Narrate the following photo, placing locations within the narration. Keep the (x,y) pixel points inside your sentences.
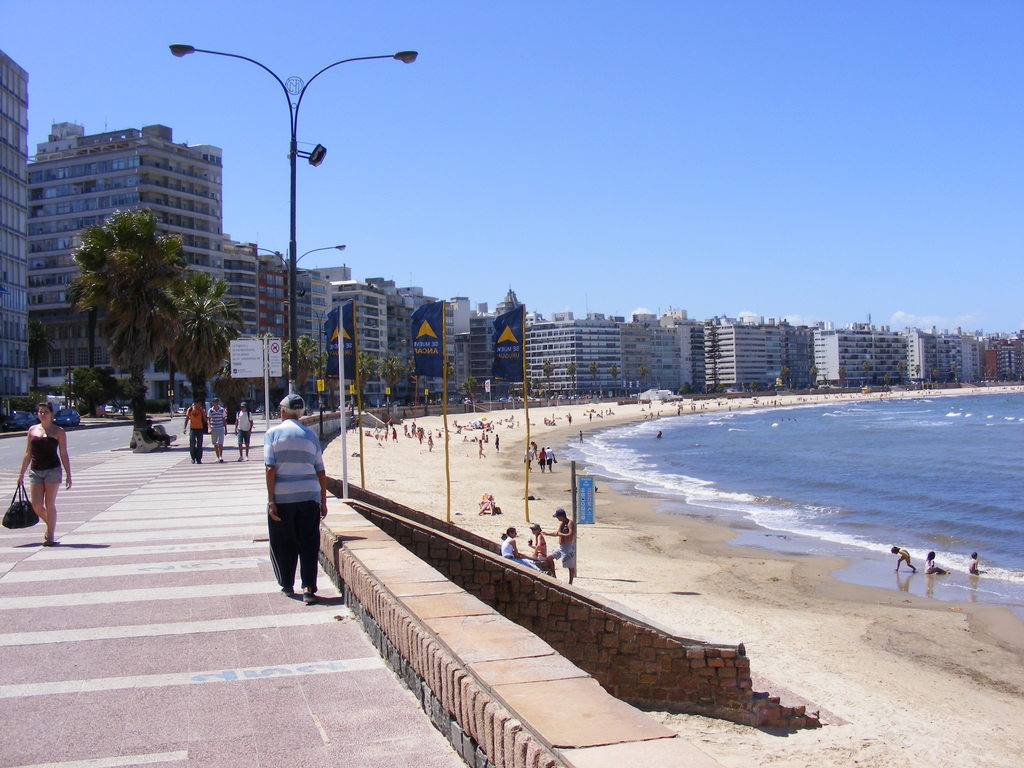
Here there are few persons (52,507) walking on the footpath (183,571) and a woman (46,470) is a holding a bag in her hands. In the background (32,242) there are buildings (66,197), windows (8,391), poles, street lights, trees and on the sand (522,546) there are few people (570,527) standing and walking. We can also see hoardings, water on the right side (711,462) and on the left side (54,400) there are vehicles (10,416) on the ground (5,452) and there are clouds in the sky (594,141).
